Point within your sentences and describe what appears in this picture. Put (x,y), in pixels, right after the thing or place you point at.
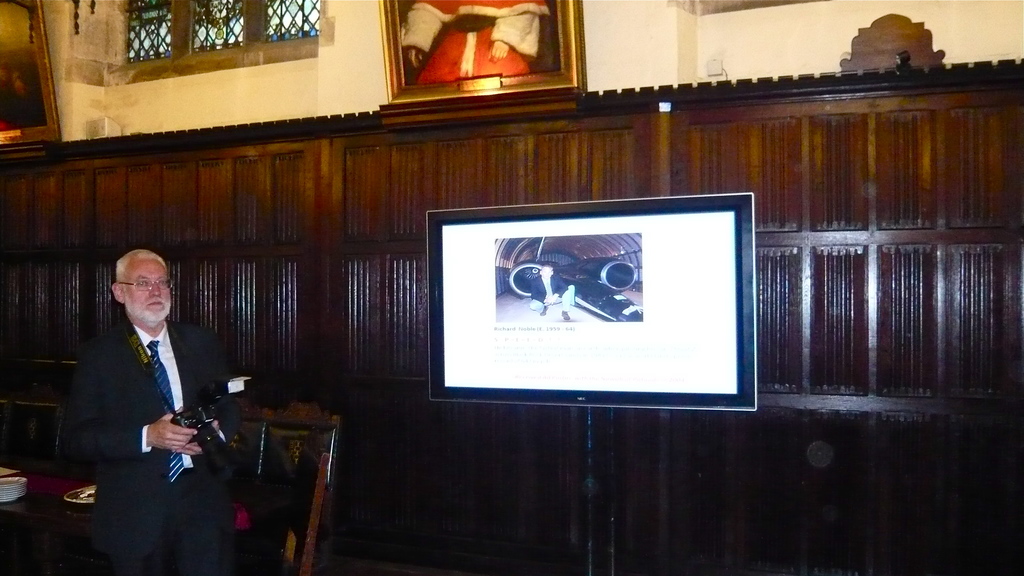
In this picture we can see a person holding a camera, at the back of him we can see chairs (283,554), table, plates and in the background (491,559) we can see a wooden wall (491,559), wall (766,18), screen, photo frames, window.
